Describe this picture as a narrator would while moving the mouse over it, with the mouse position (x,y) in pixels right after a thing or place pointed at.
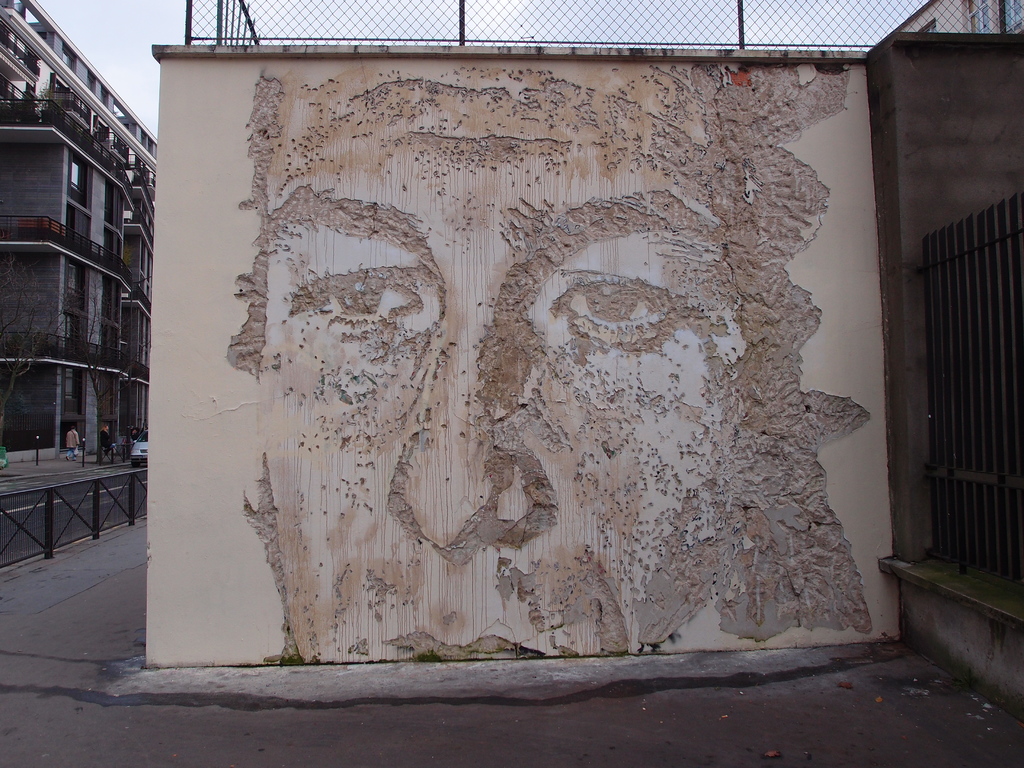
In this picture I can see the art (435,464) on the wall (455,495) which looks like a person's face (473,497). At the top (471,44) I can see the fencing (366,23). On the left (132,172) I can see the buildings (84,186), road (75,477), car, fencing (48,486), persons (74,436) and trees (27,349). On the right (915,616) I can see the wall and steel partition (1004,334). In the top left (116,14) I can see the sky (113,29) and clouds (116,14).
